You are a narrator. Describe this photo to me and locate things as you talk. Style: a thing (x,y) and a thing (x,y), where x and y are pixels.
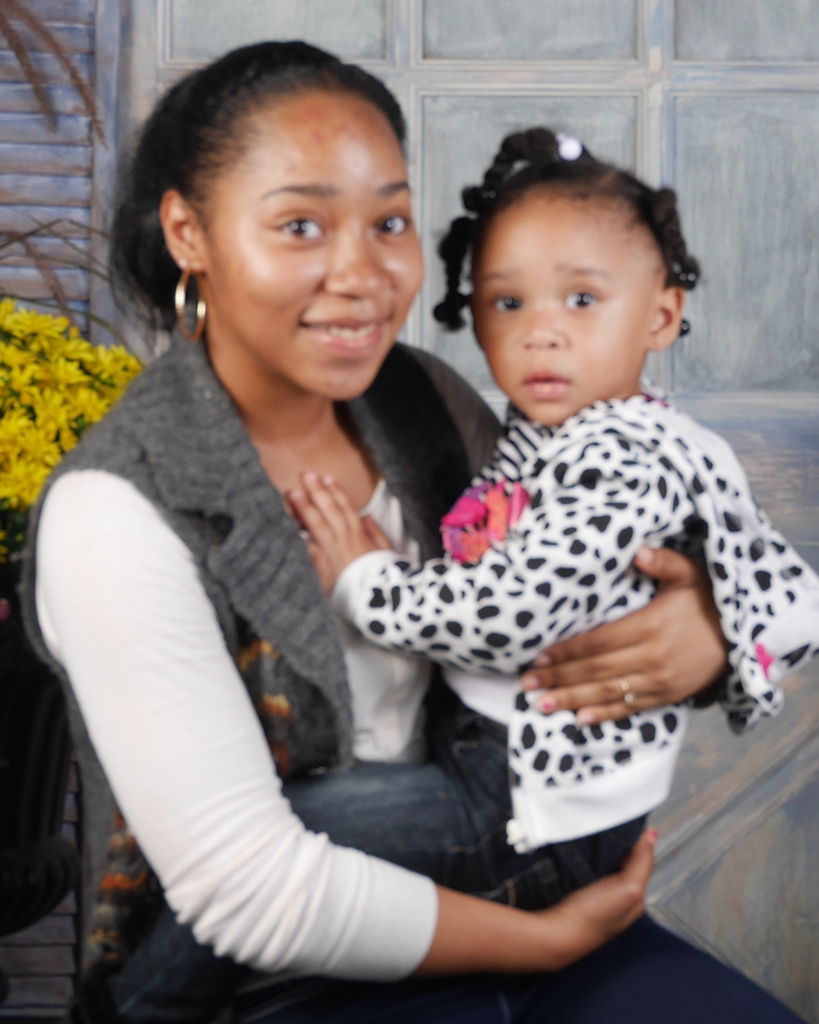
In this image there is a woman (417,419) seated in a chair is holding a baby (559,636) in her hand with a smile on her face (299,373), behind the woman (171,395) there are flowers (110,361) and a wooden wall (677,370).
